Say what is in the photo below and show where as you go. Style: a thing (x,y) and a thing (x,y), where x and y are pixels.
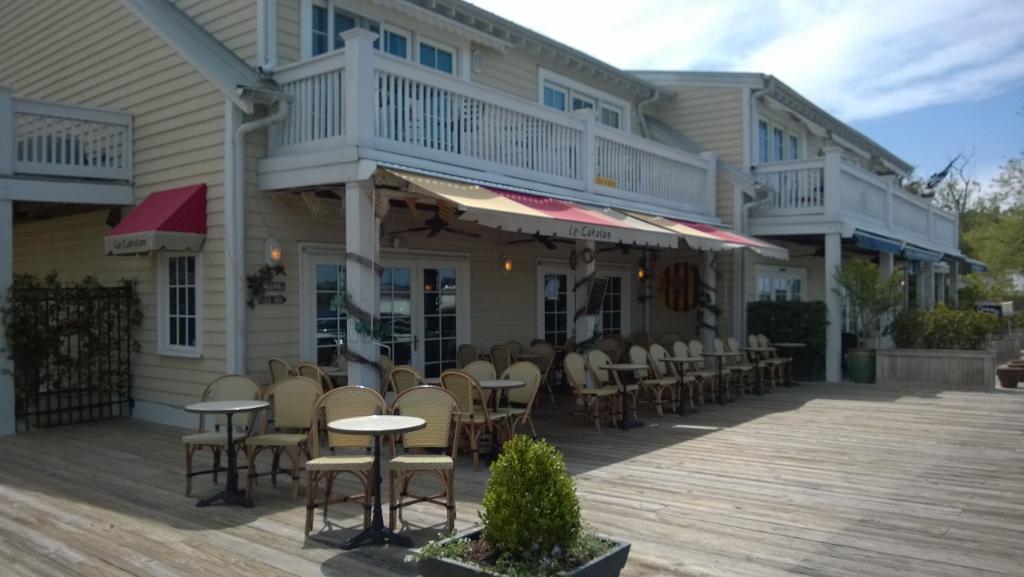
In this picture I can see some houses (671,171), chairs (537,387), tables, trees (996,266) and potted plants (437,556).
